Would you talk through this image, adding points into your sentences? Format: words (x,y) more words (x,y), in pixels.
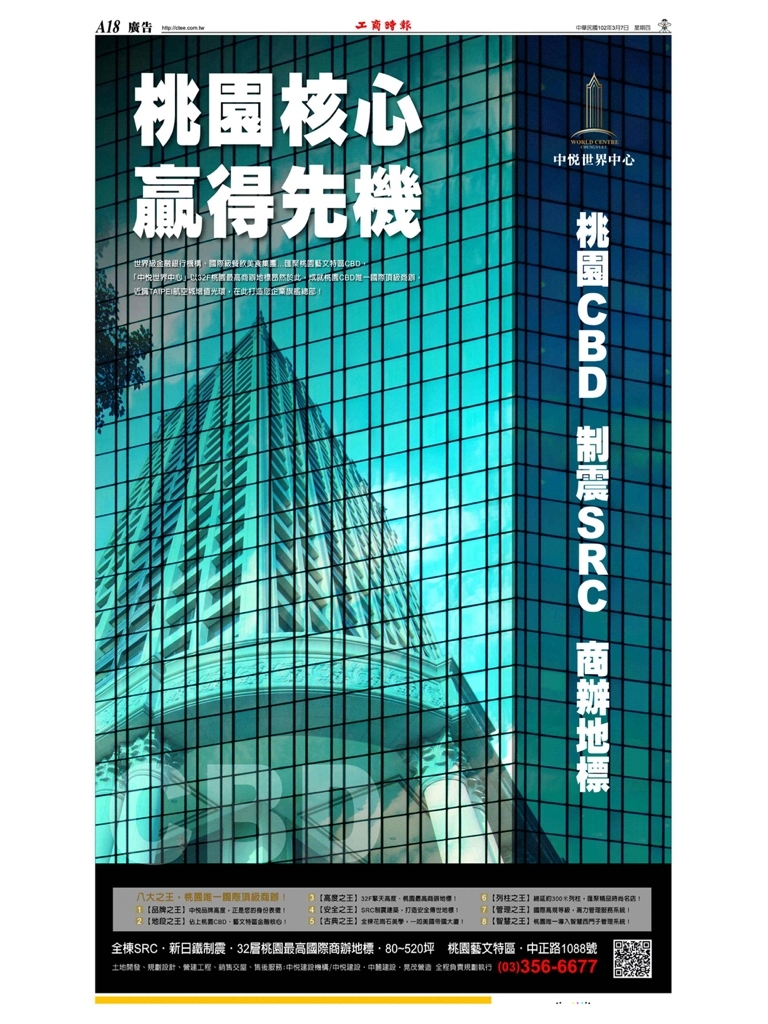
In the foreground of this poster, there is some text (606,572), building (261,589), cloud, sky (145,337) and a tree (115,342).
